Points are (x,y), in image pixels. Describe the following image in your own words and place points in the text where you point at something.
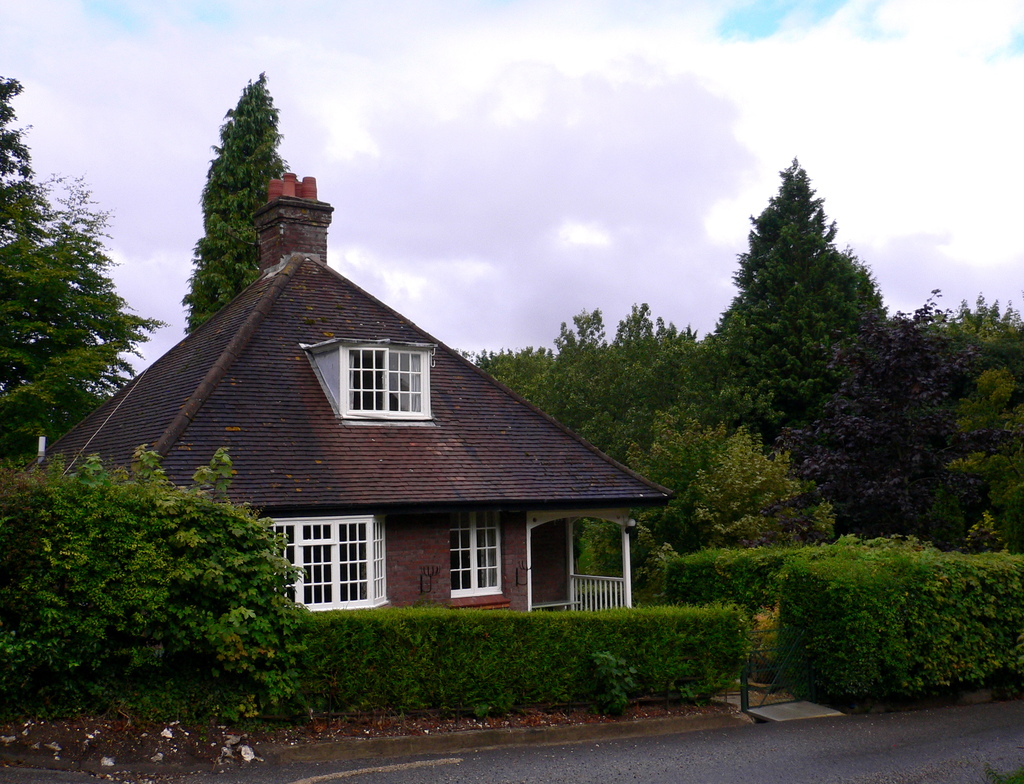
Here we can see the house (500,522) and windows (378,590). Around this house (435,456) there are trees (17,271) and plants (609,645). Sky (560,208) is cloudy.
